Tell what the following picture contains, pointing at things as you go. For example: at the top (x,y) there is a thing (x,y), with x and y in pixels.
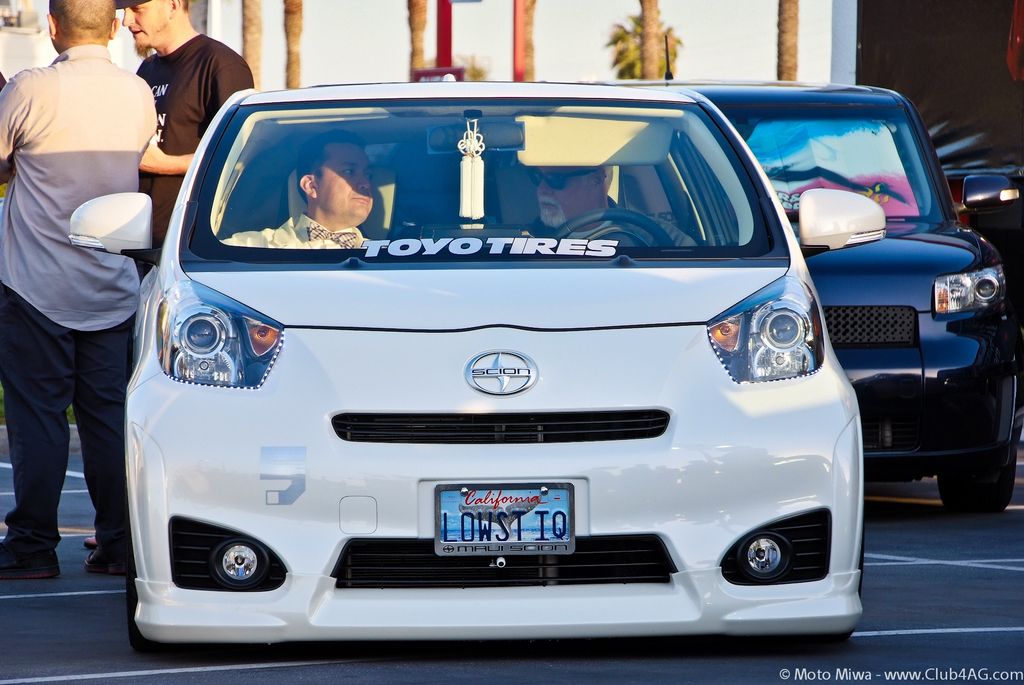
As we can see in the image there are two cars (727,483) on road (931,561) and on the left side (98,91) there are two people (99,90) standing.
